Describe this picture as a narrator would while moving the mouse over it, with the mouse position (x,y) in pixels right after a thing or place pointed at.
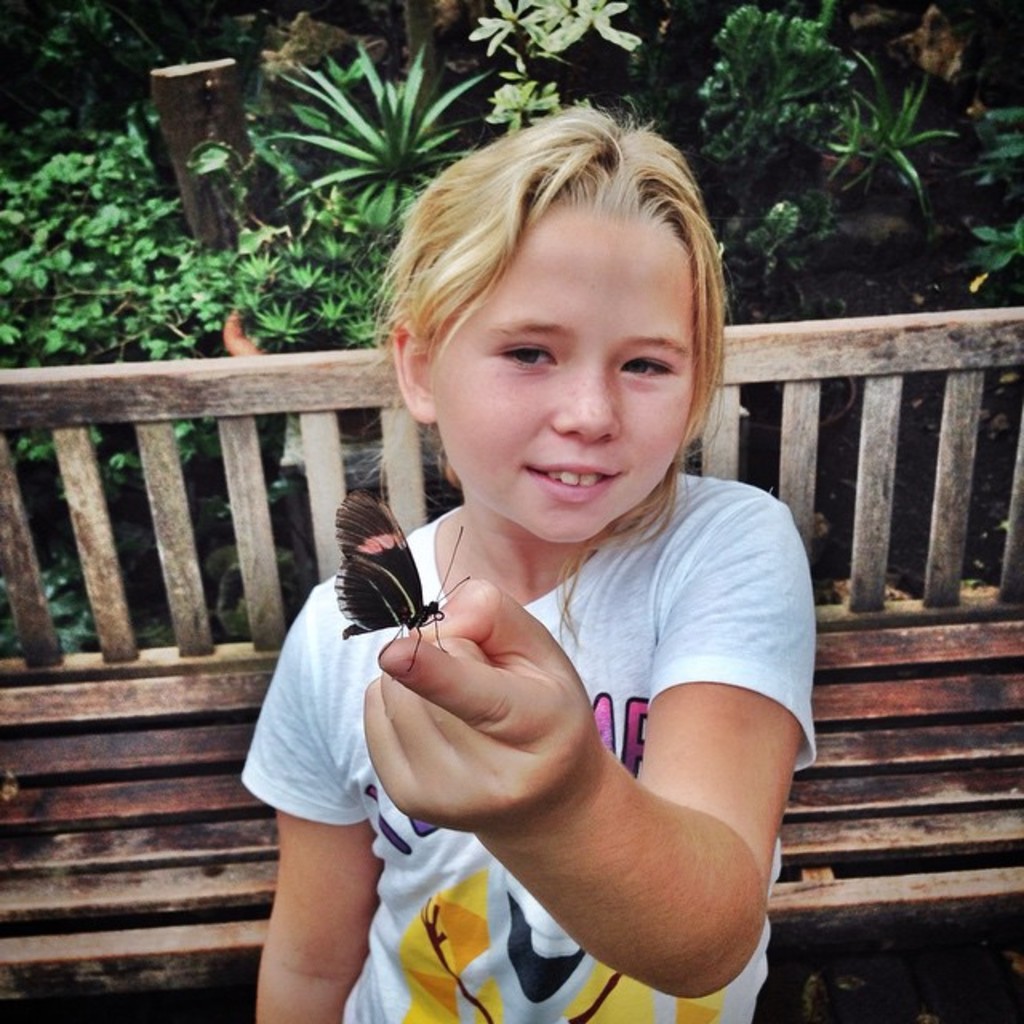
In this image there is a girl (551,560) standing and holding a butterfly (381,569), and in the background (190,546) there is a bench (15,405) and plants (16,153).
